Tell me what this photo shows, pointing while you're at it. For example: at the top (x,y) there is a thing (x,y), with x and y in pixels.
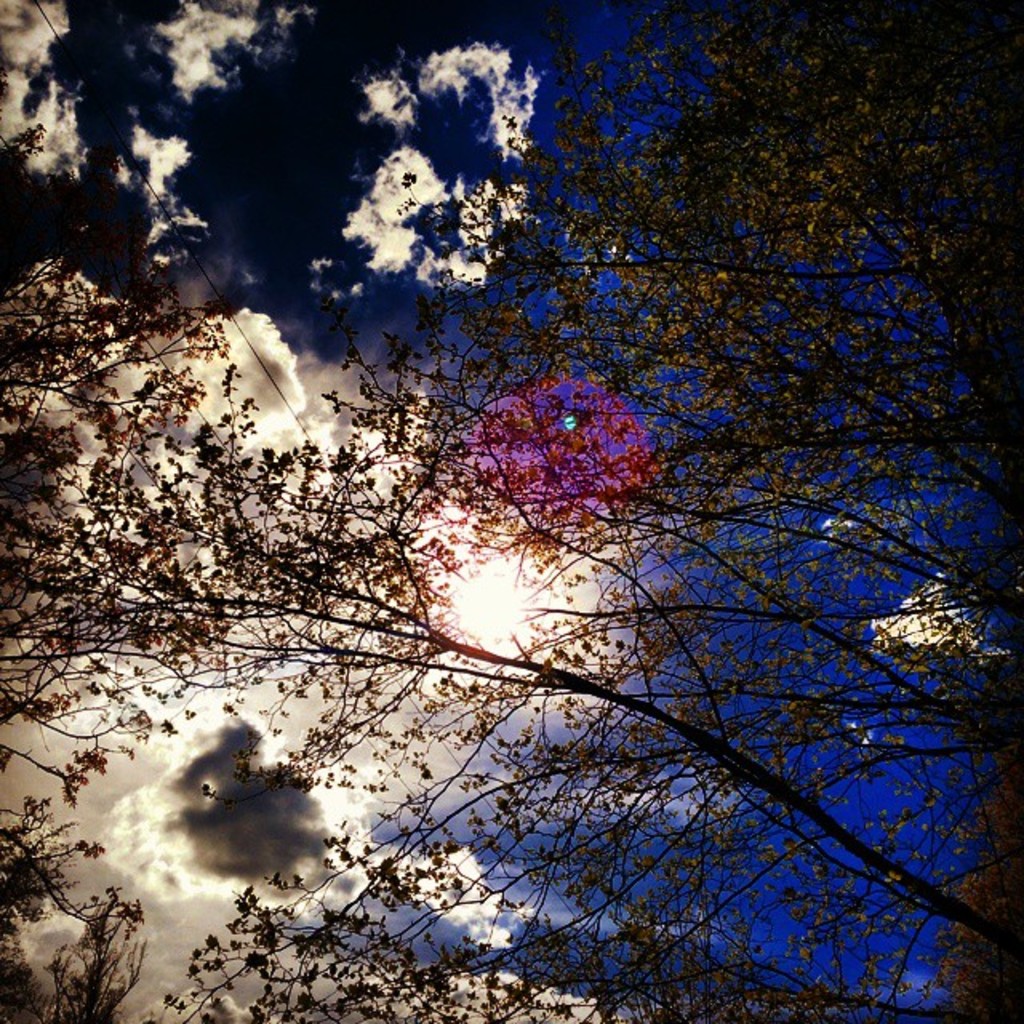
In this image, there are a few trees (892,10). We can also see the sky (379,762) with clouds (360,837).
